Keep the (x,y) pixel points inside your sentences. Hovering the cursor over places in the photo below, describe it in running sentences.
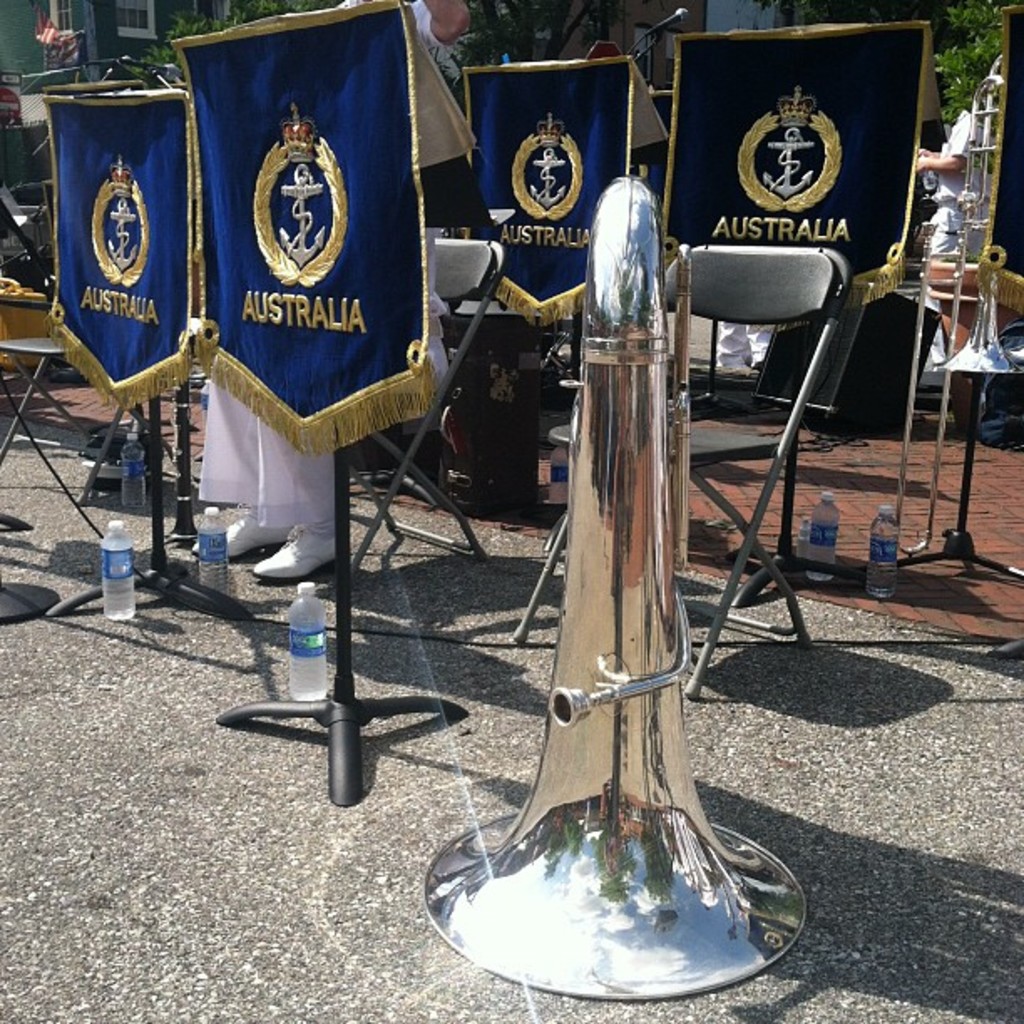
In this image, we can see music instruments (665,431), chairs (808,280), stands (48,615), clothes (246,270), few people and bottles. Top of the image (26,22), we can see houses (103,22), walls (735,22), windows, plants (963,4) and a few things (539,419).
